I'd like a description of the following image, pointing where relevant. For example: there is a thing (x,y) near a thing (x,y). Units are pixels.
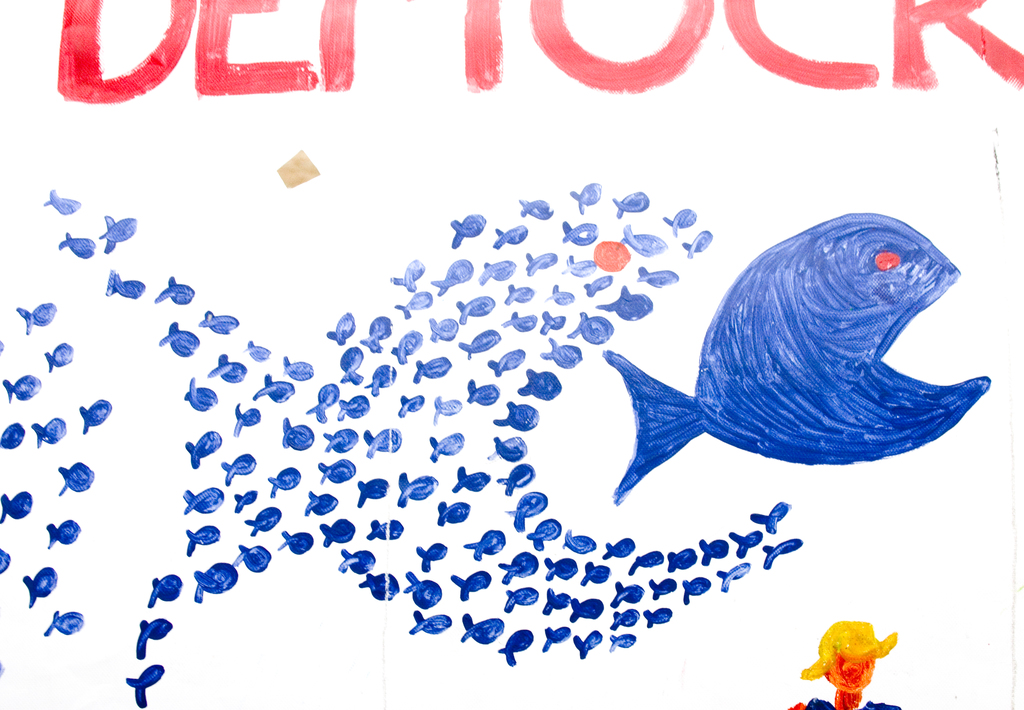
In this image I can see the paintings (192,461) of fishes (733,438). At the top of the image (466,29) I can see some text (72,57). The background (324,238) is in white color.
